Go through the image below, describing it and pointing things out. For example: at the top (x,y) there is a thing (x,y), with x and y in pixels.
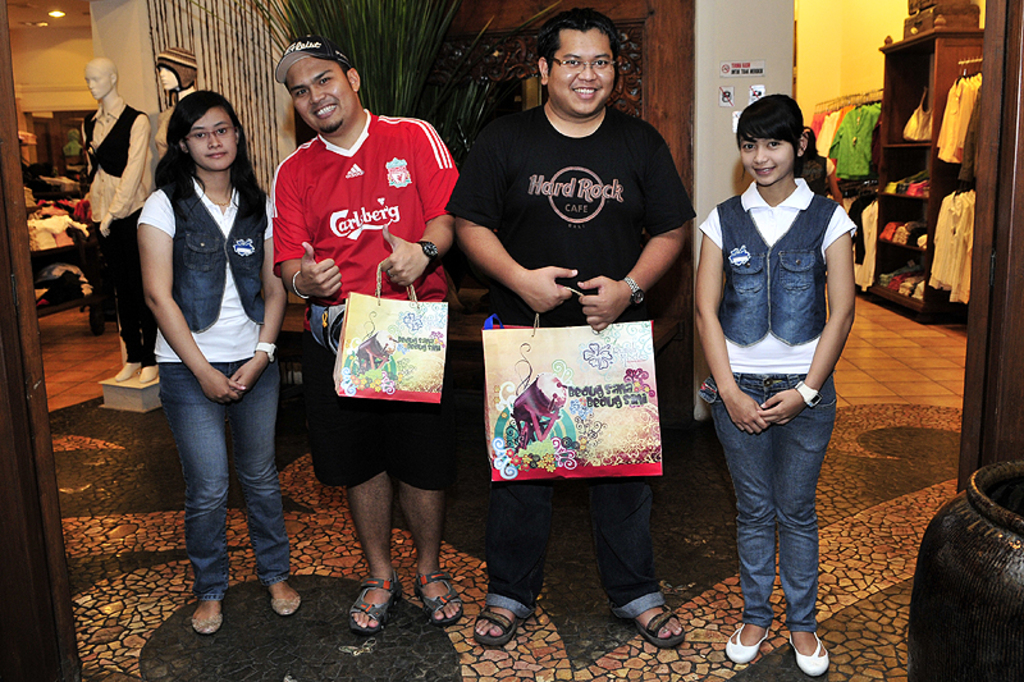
In this image we can see the people (317,354) standing on the floor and holding bags (411,322). In the background (465,76), we can see the wood wall (629,55) with design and there are cupboards (882,254) with clothes (865,139). And we can see the hangers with dresses (862,123).
